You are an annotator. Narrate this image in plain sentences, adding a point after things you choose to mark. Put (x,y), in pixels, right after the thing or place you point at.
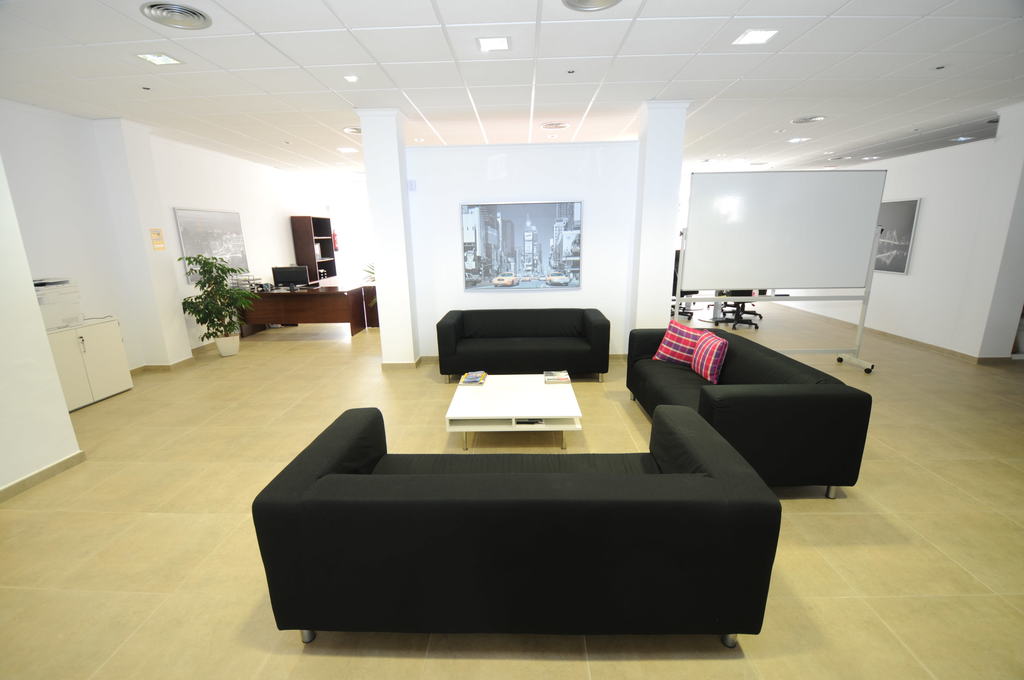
In the picture we can see a hall (731,135) with three sofas (508,336), and near to it there is a white color table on one sofa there are two pillows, in the background (177,270) we can see a plant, a wall (443,294) with photo frame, and a white board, to the ceiling (833,135) they are lights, and just beside the left we can see one cupboard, and to the right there is a wall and photo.
